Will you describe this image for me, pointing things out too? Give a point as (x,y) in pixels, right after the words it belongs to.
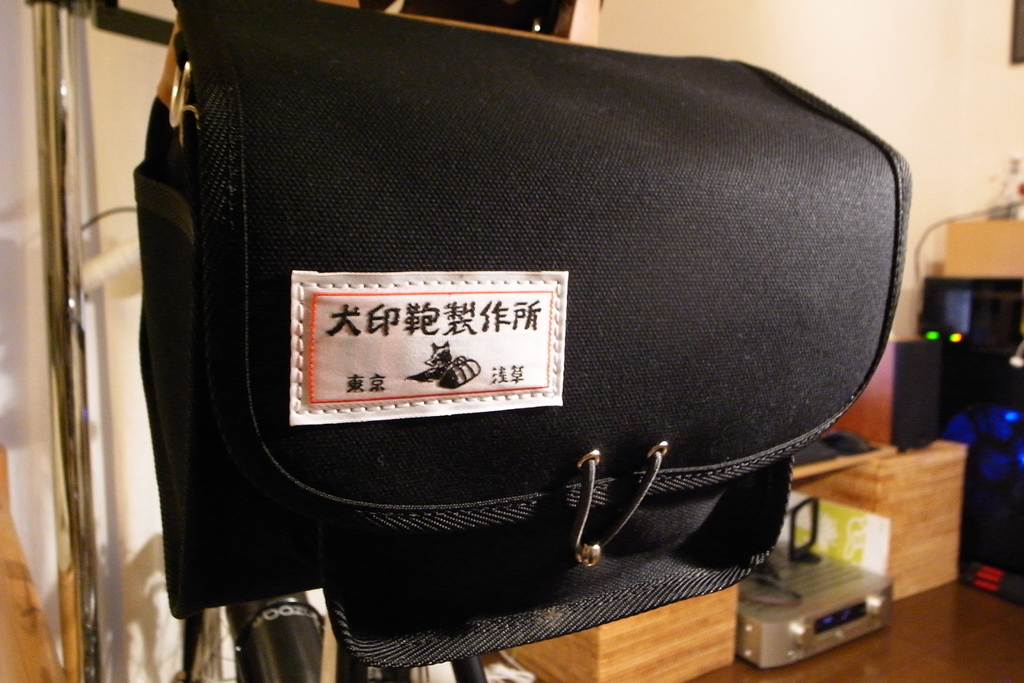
The image is taken inside a room (39,309). In the foreground of the picture (526,193) there is a bag (492,320). The background (985,112) is blurred. On the left (18,12) there is a metal pole (32,35). On the right (940,419) there are boxes (917,472) and some electronic gadgets (985,297). At the top (820,28) it is wall (898,46) painted white.
